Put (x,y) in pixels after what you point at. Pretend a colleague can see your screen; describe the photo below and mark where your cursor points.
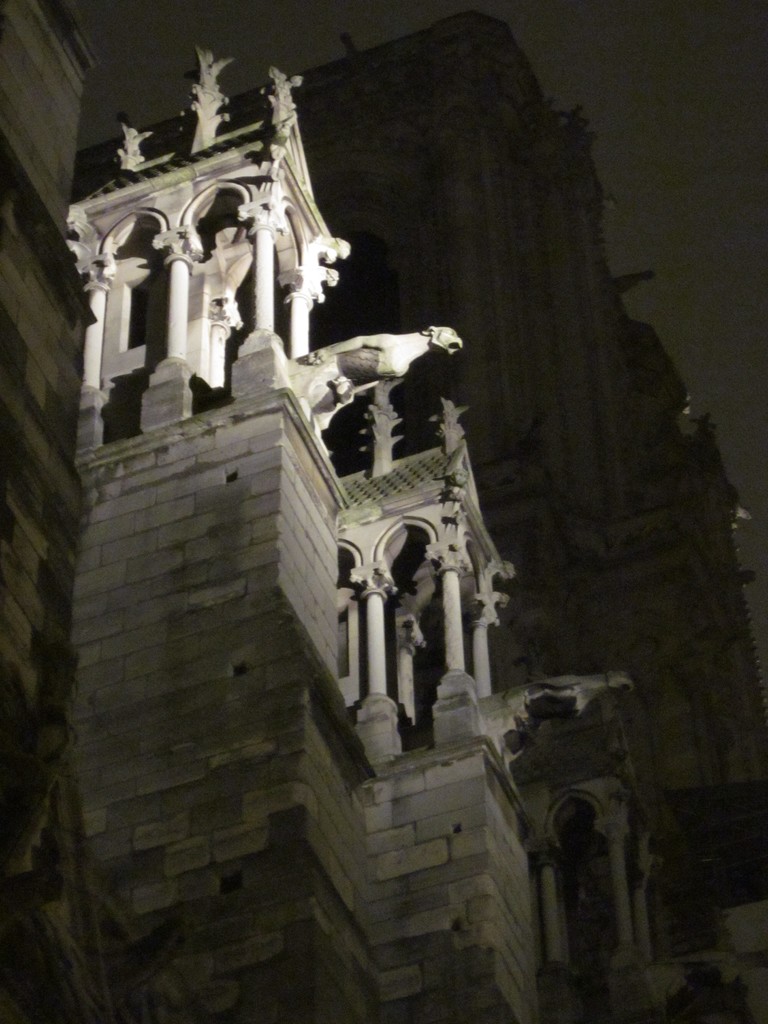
In this picture we can see a building (96,858), pillars (645,917), sculptures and in the background (683,732) it is dark.
